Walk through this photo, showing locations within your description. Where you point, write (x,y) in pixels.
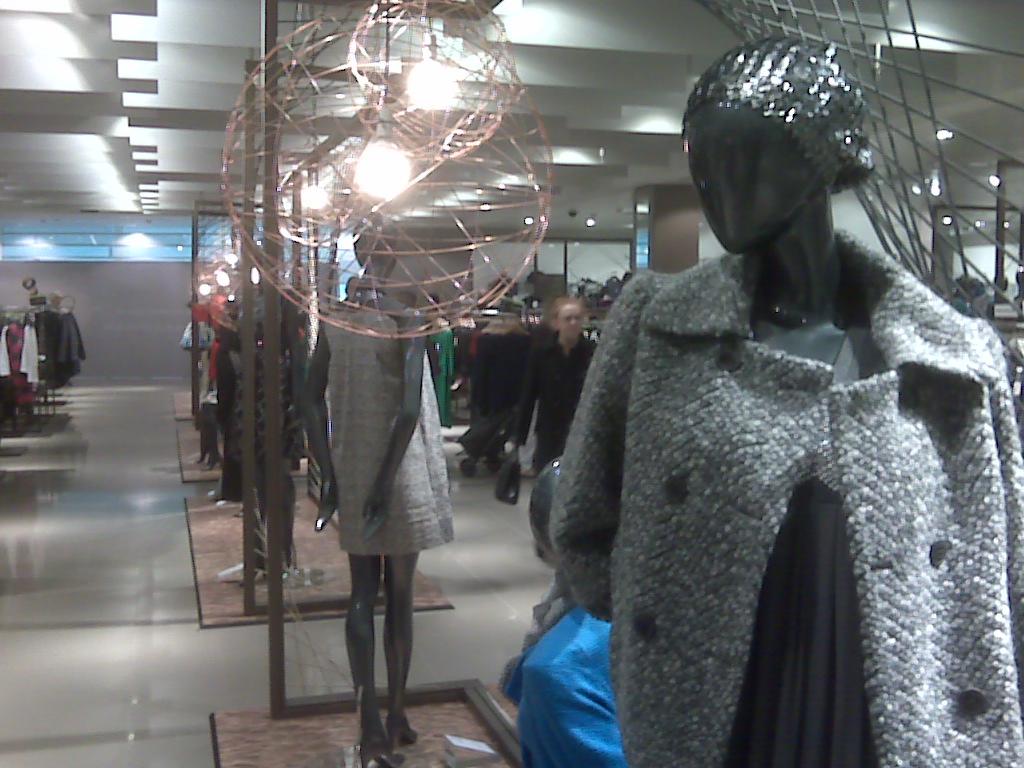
In this image I can see few sculptures (586,533) in the front (449,527) and on these sculptures (318,431) I can see dresses (372,384). In the background (551,430) I can see number of clothes (506,374), one person (519,414) and number of lights (426,44) on the ceiling (155,21). I can also see iron bars (274,40) on the top side of this image (879,37).
